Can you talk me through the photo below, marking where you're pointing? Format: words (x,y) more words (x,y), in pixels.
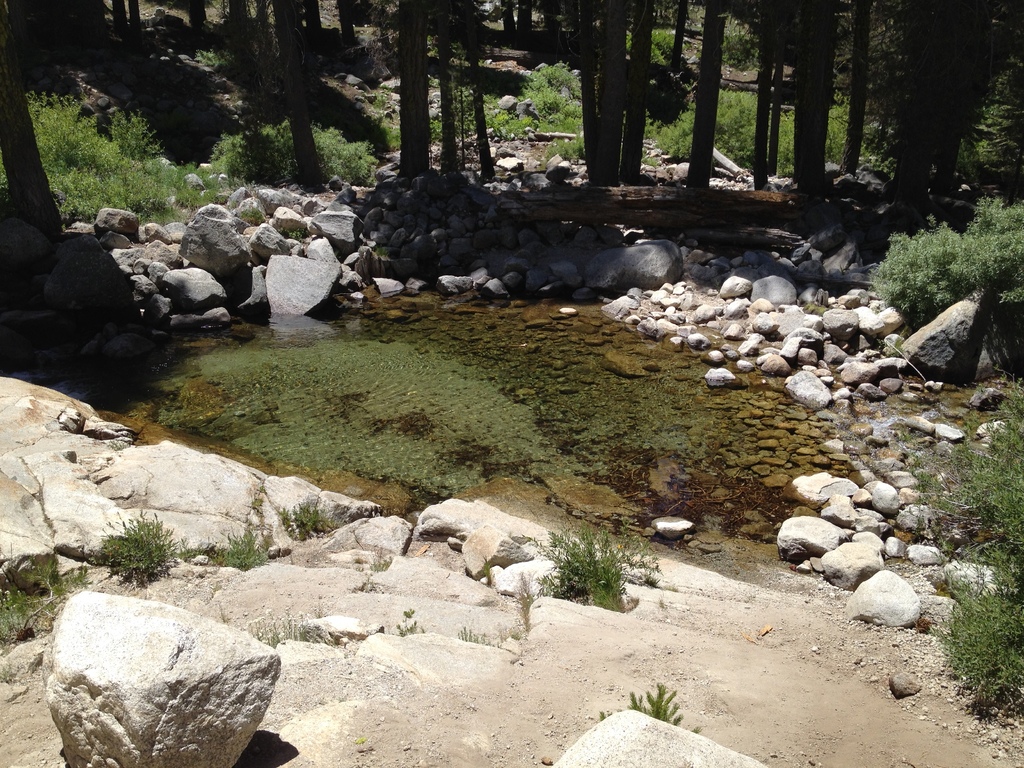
In the foreground of the image (482,616) we can see rocks (197,689). In the middle of the image (463,509) we can see rocks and some water body (442,455). On the top of the image (920,136) we can see trees (910,103).
